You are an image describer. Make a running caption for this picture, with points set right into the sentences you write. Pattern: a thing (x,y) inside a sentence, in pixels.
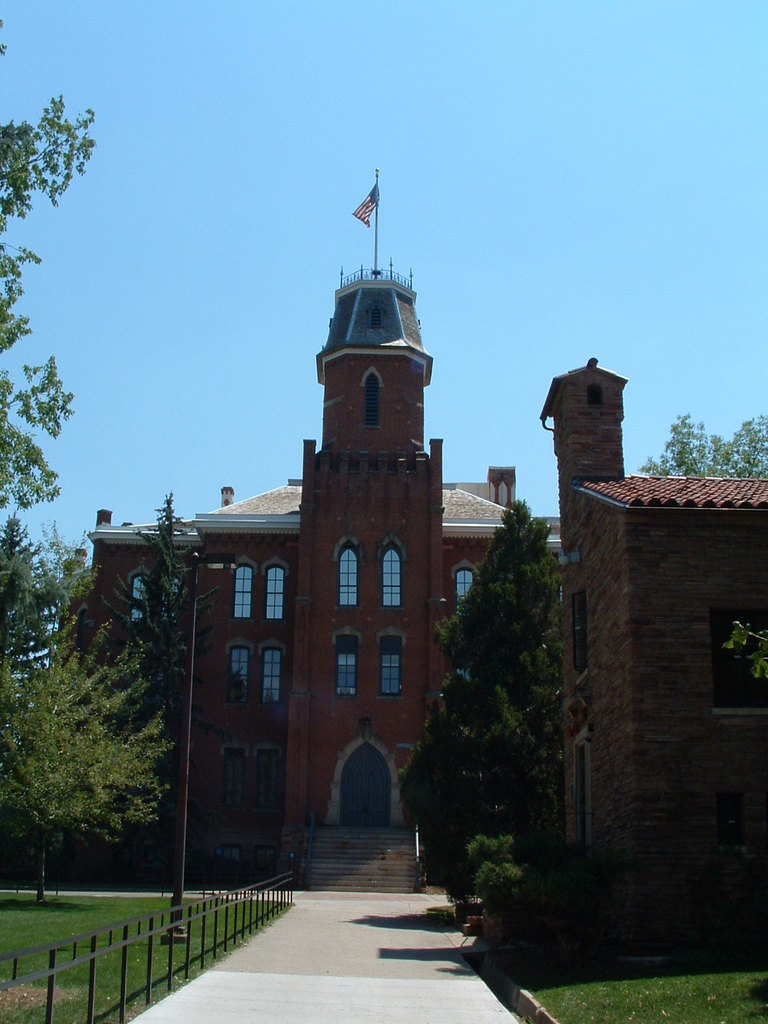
In this picture we can see some grass (60,983) on the ground (146,989). There is some fencing (46,970) on the left side (47,972). We can see a few trees (51,743) and a building (245,518) in the background (389,448). There is a flag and some windows (281,573) are visible on this building (425,618). Sky (440,362) is blue in color.
